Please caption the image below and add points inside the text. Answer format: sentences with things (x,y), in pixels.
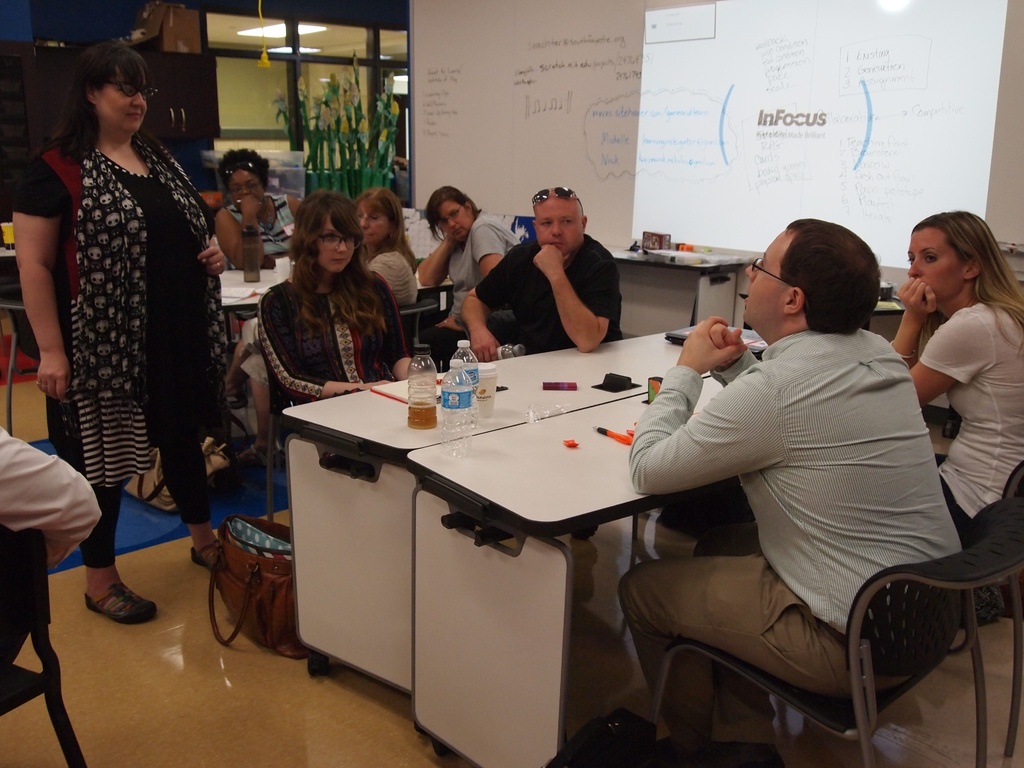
As we can see in the image there is a screen (761,94), board (533,90), plants (301,104), few people (315,357) sitting on chairs (957,581) and there are tables (435,474). On table (354,445) there is a glass (485,376), bottles (467,387) and laptop (689,328). On the left side (54,277) there is a woman (135,269) standing and there is a handbag (250,612) on floor (250,672).
